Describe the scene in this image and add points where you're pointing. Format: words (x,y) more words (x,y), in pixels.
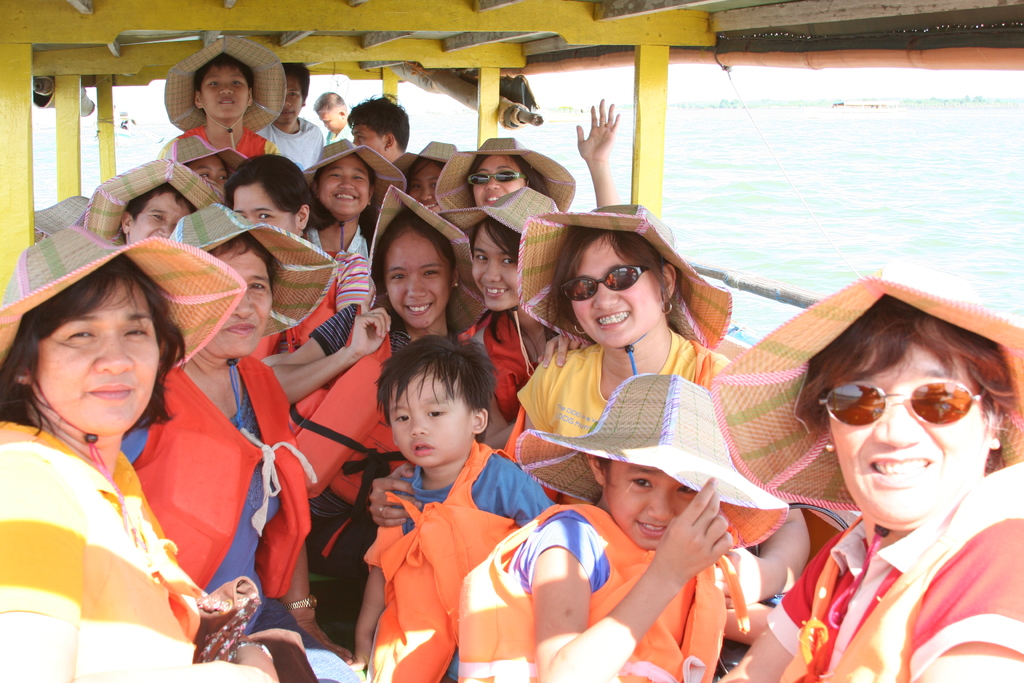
In this picture we can see group of people (390,512), they are in the boat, and few people (553,553) wore spectacles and caps (704,417), in the background (906,218) we can see water (919,227).
